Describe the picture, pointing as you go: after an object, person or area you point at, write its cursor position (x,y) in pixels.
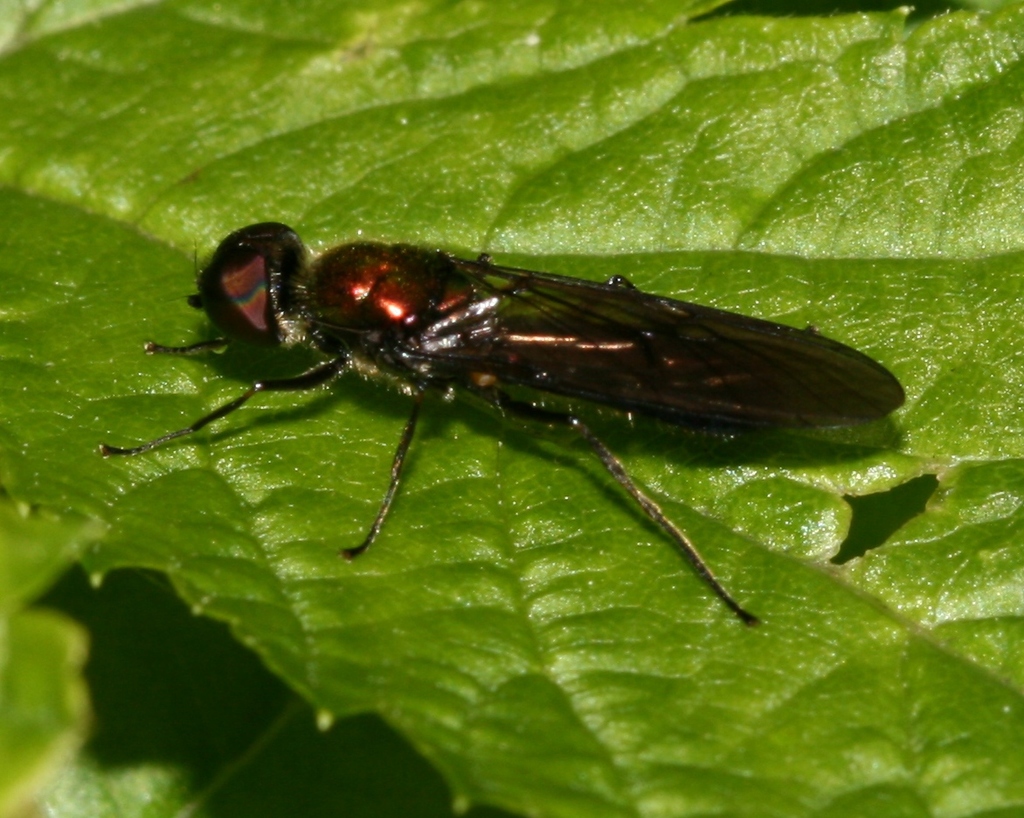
In the center of the image (518,536) we can see leaves (335,642). On the leaf (369,462), we can see one insect (673,383), which is brown in color.
